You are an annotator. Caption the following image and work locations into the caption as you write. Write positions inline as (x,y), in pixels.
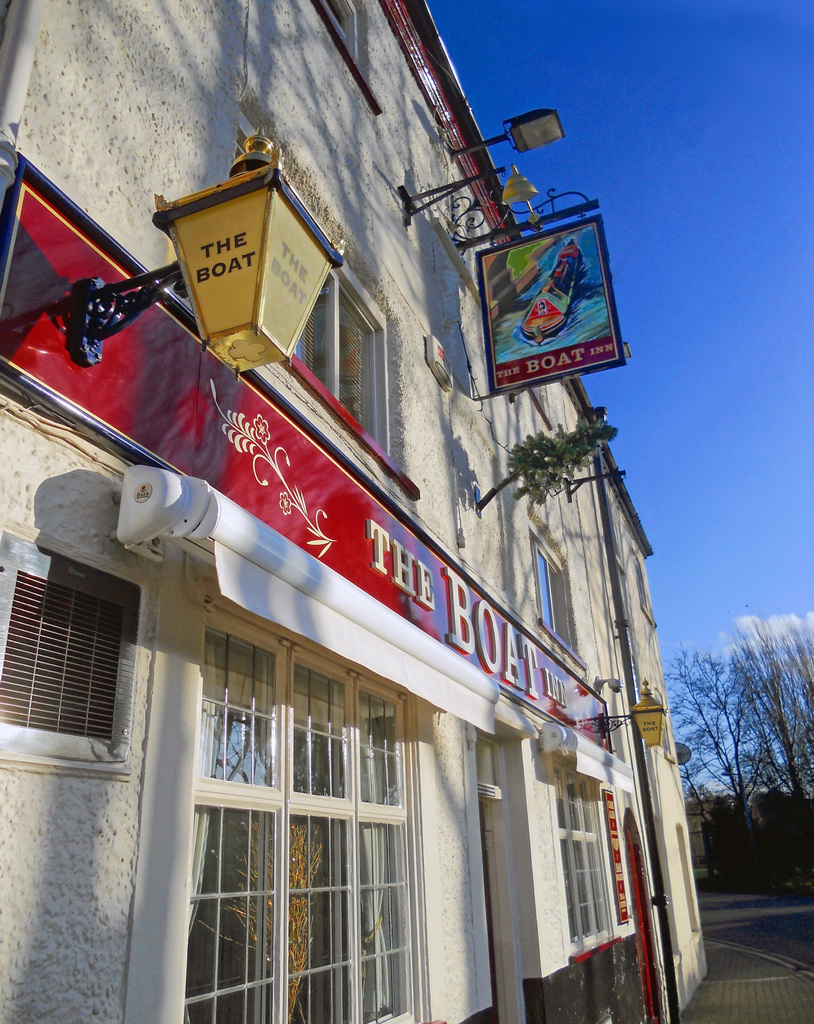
In this picture I can observe a building (346,568). There is a some text (385,550) on the building (356,621). I can observe a board (516,300) fixed to the wall (416,427) of the building (501,437). On the right side (707,749) there are some trees (715,745). In the background (694,330) I can observe a sky (649,370).
